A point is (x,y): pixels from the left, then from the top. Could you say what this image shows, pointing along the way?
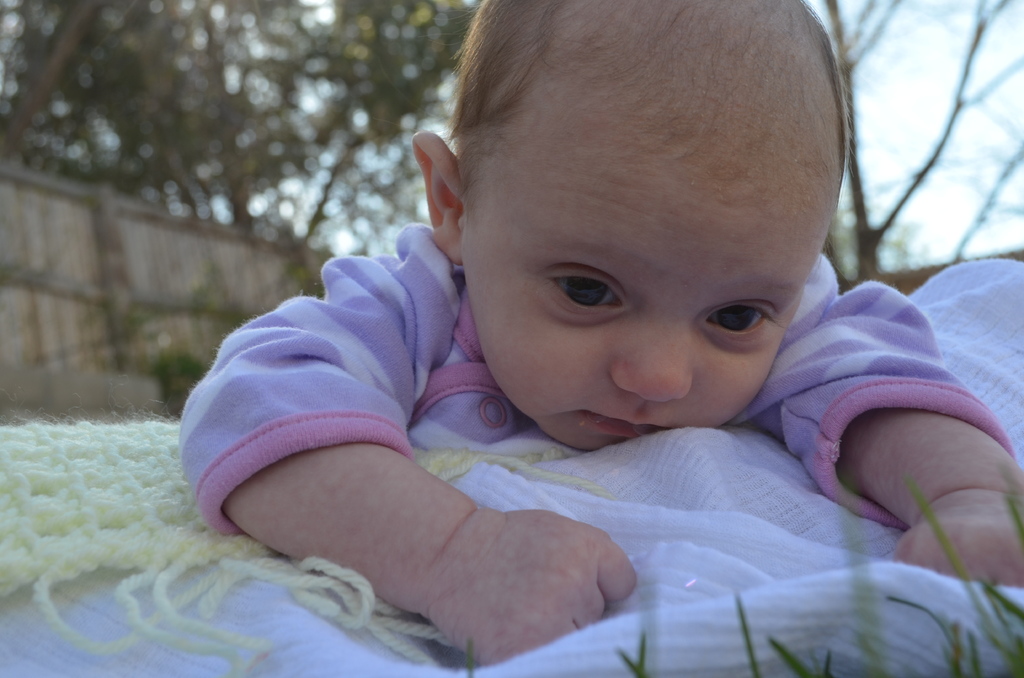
In this picture we can see a baby (239,503), clothes (149,439) and grass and in the background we can see a wall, trees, sky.
